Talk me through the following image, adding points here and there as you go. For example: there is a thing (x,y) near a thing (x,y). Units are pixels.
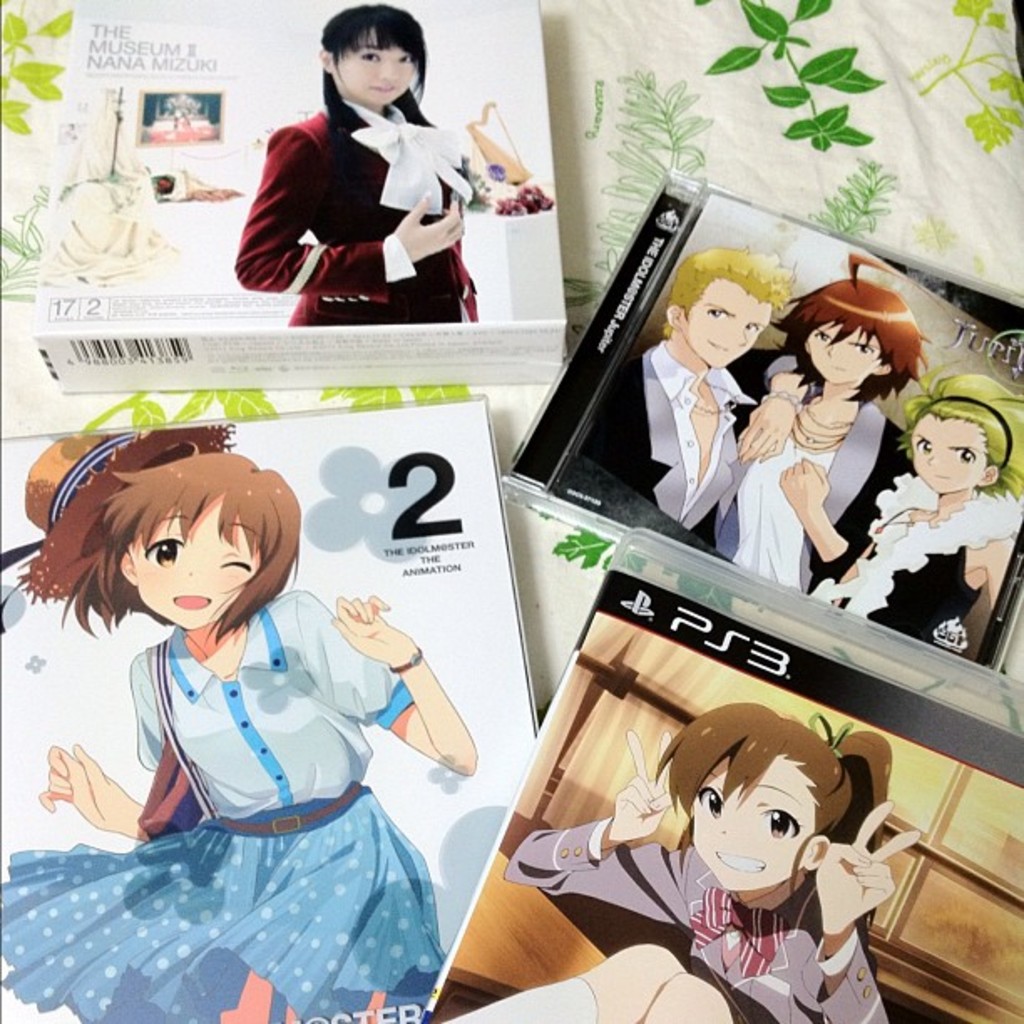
In this image, we can see some boxes (643,561) and there are some cartoons (729,967) printed on the boxes (485,357).
